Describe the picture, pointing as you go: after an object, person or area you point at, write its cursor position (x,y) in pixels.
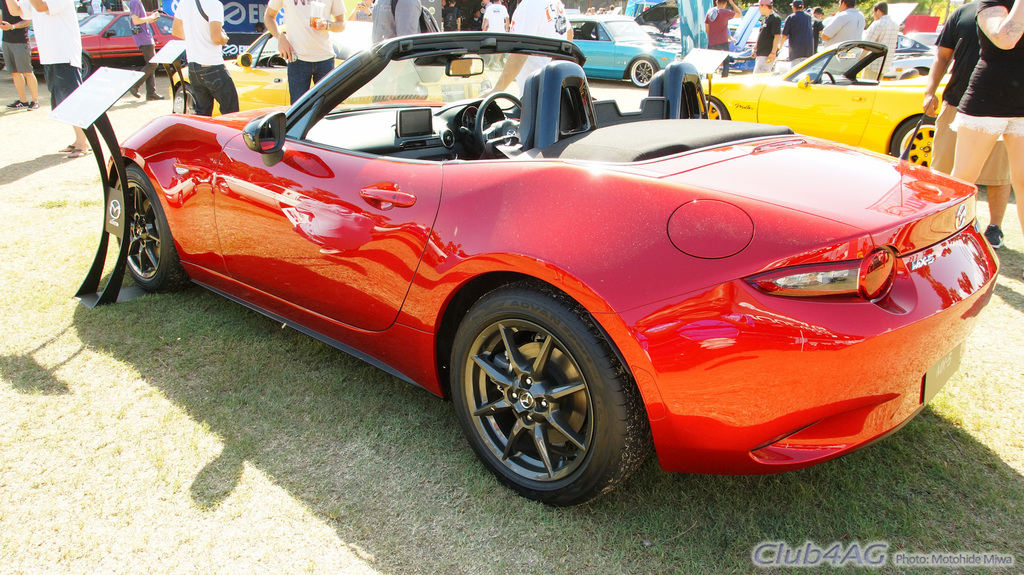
In this image it looks like it is a car exhibition. In the middle (449,231) there is a red colour car (485,230) on the ground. Beside it there is a specification board (102,104). In the background (288,20) there are few people (304,20) standing on the ground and there are cars (629,31) around them.
